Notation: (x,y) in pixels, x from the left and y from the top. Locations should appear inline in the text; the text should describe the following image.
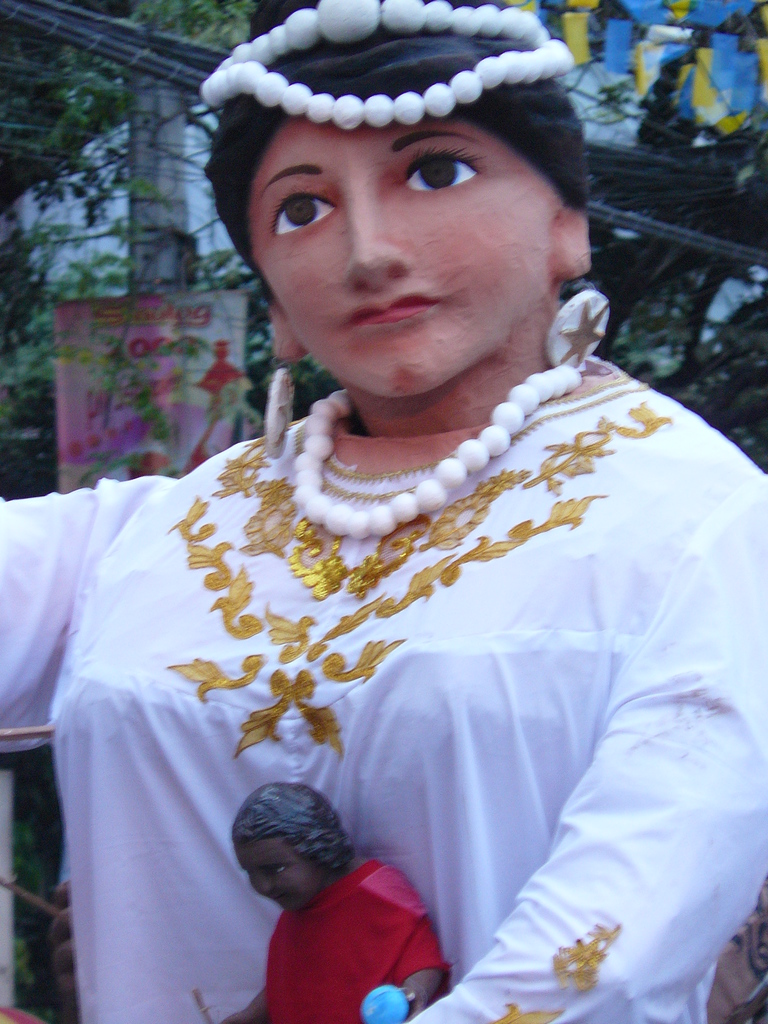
In this picture we can see a statue (374,495), in the background (161,176) we can find a pole (170,178), flexi (62,309) and trees (2,72), and also we can see cables (145,65).
